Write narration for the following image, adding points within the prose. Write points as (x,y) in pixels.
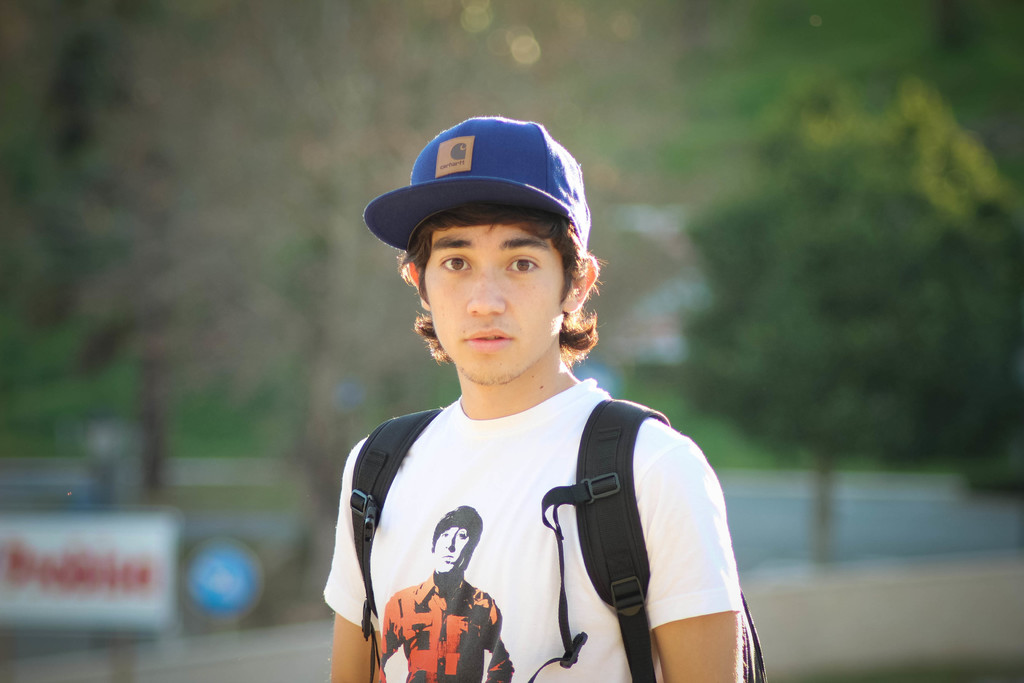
This is an outside view. Here I can see a man (506,477) wearing white color t-shirt (533,580), a bag (580,491), blue color cap (565,209) on the head (502,290) and looking at the picture. On the right side (998,305) there is a tree (791,307). On the left side (58,589) there is a board (116,568). The background (90,395) is blurred.
